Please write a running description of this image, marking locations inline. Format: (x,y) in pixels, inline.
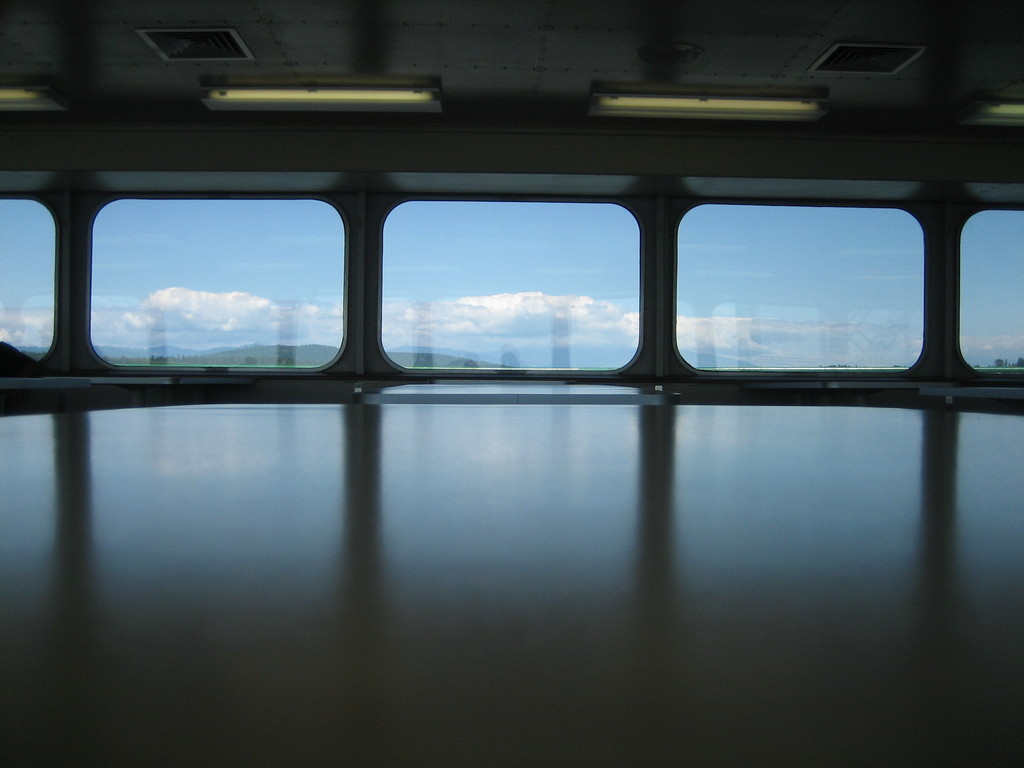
In this image we can see tables (603,401). At the top of the image (563,27) there is ceiling (652,68) with lights (315,91). In the background of the image (249,225) there is glass (305,304) through which we can see sky (403,288) and clouds (482,308).
